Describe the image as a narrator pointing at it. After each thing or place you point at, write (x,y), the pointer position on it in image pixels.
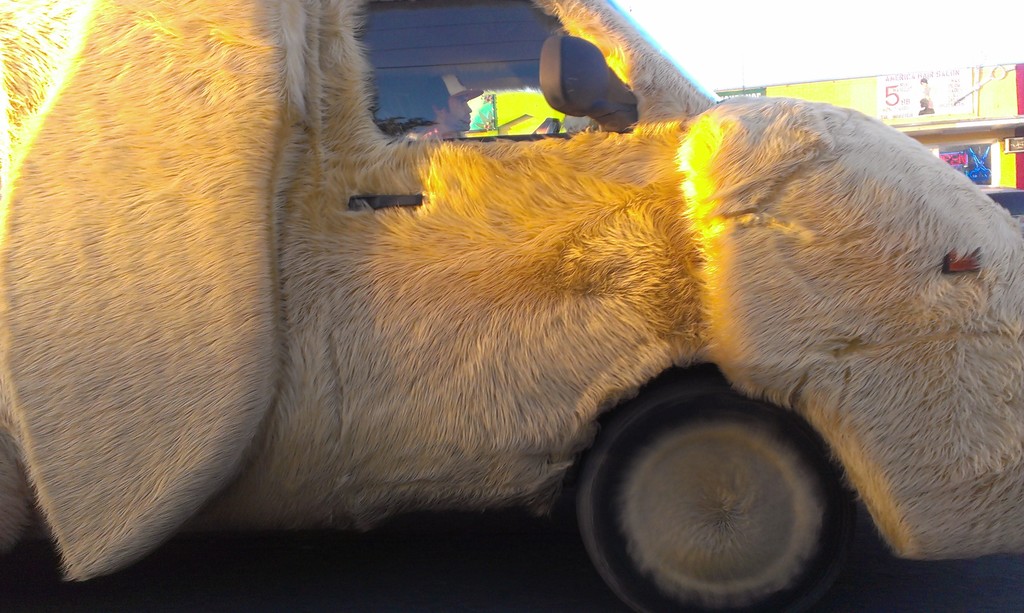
In this image there is a car (352,235) in the center (559,259) with the person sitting inside it. In the background (908,83) there are banners (918,102) with some text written on it and the sky (761,40) is cloudy.
